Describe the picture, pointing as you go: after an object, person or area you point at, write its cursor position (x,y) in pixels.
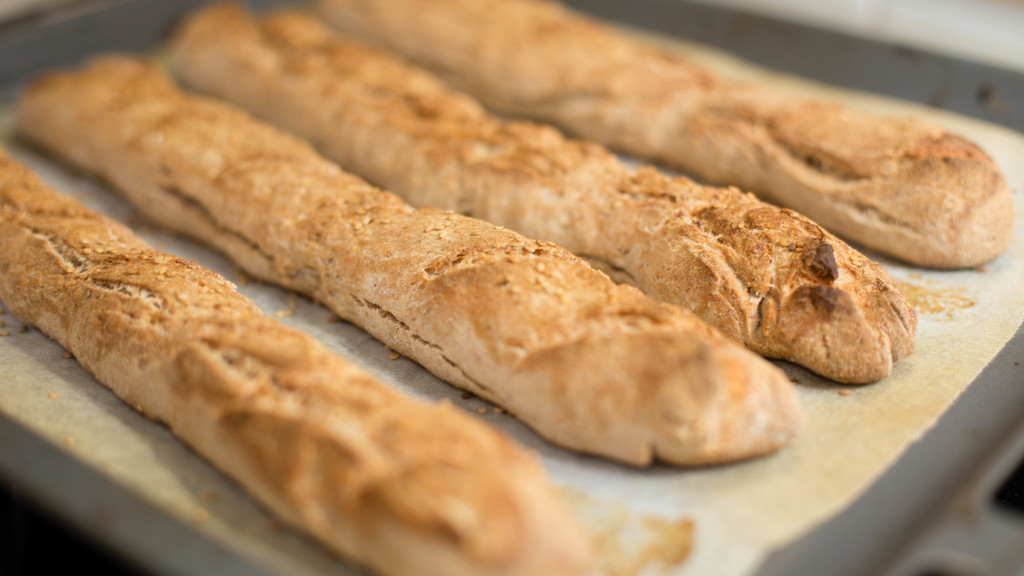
In this image we can see there are so many breadsticks (957,189) on the plate (414,395).
